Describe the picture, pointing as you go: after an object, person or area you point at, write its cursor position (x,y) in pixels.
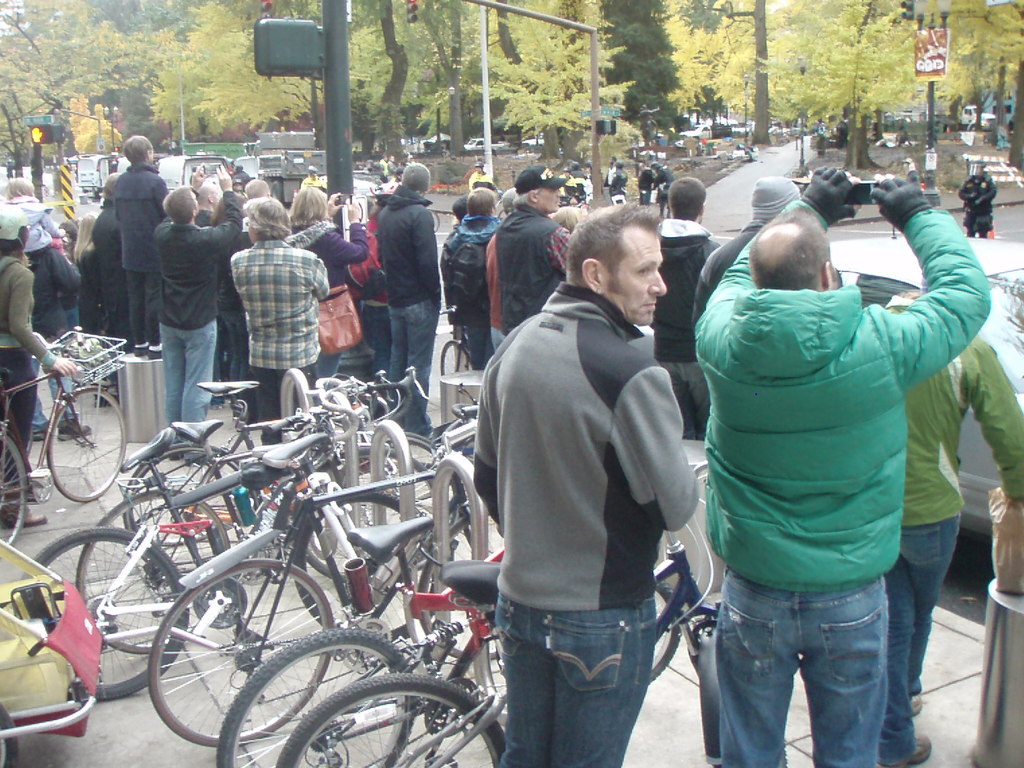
In this picture I can see few people (514,357) standing and a man (820,278) holding a camera (855,199) in his hands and I can see trees (394,98) and few poles (340,144) and I can see bicycles (285,536) and I can see signal lights (58,138) to the poles (337,97) and few vehicles (50,178).
